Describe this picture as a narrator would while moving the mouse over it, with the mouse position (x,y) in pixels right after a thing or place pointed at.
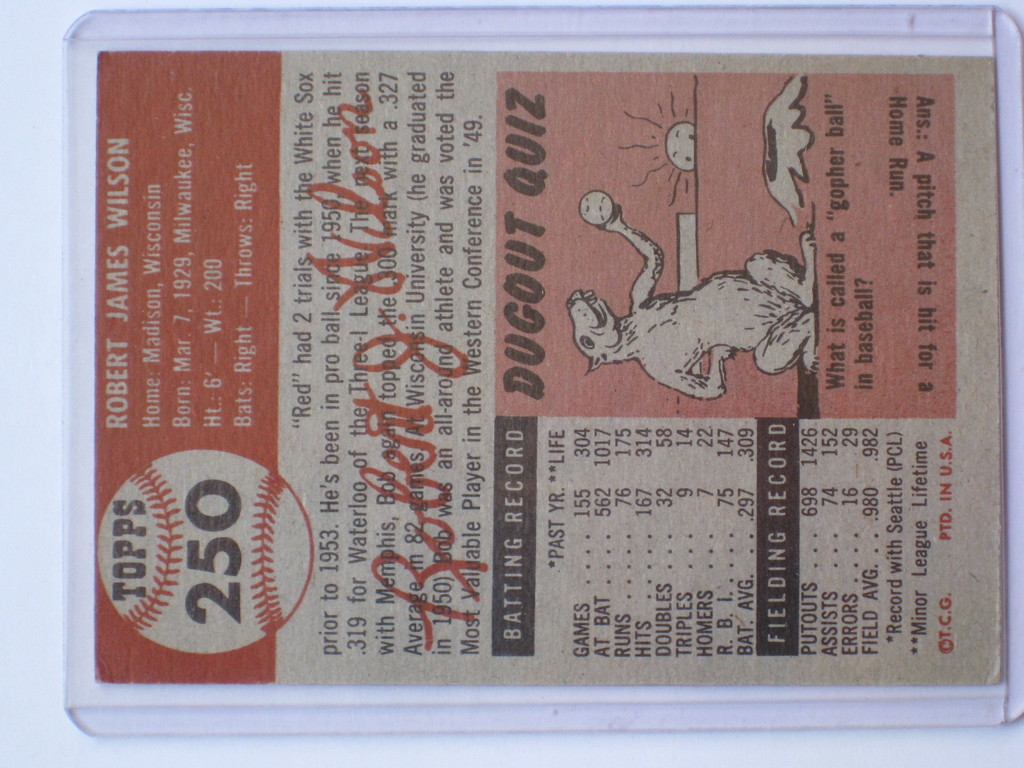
In the image there is a paper (338,104) and there is some information (333,361) mentioned in that paper (716,434) about a baseball player.
